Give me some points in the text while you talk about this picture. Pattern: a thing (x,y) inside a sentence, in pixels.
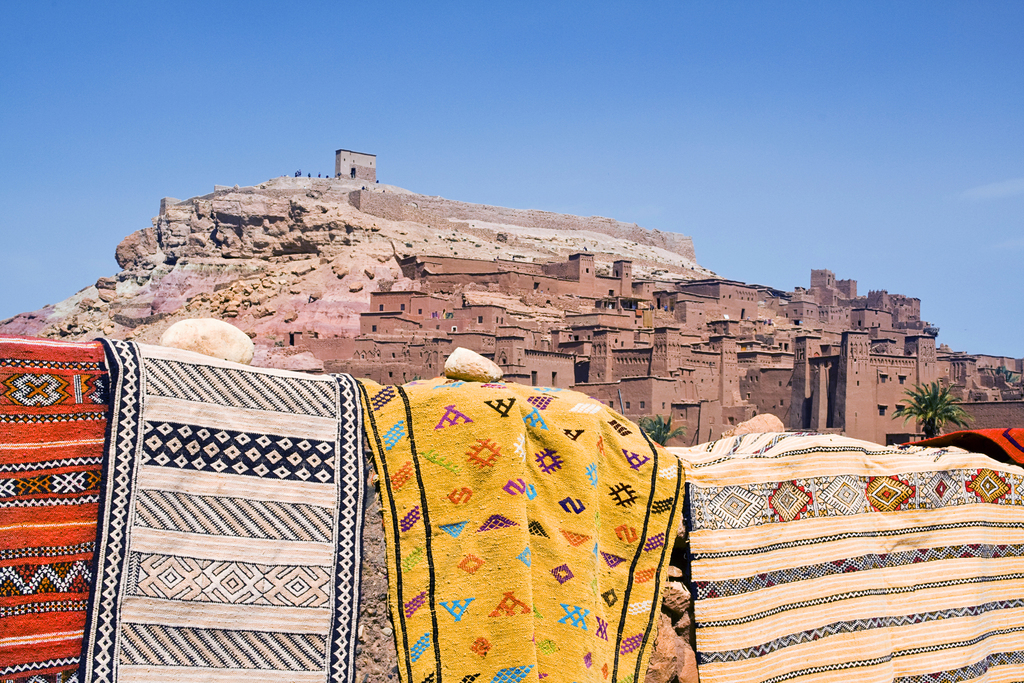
In the image there are bed sheets (561,552) on the wall (659,624) and behind it there are many buildings (593,326) on a mountain (264,228) and above its sky (169,91).
